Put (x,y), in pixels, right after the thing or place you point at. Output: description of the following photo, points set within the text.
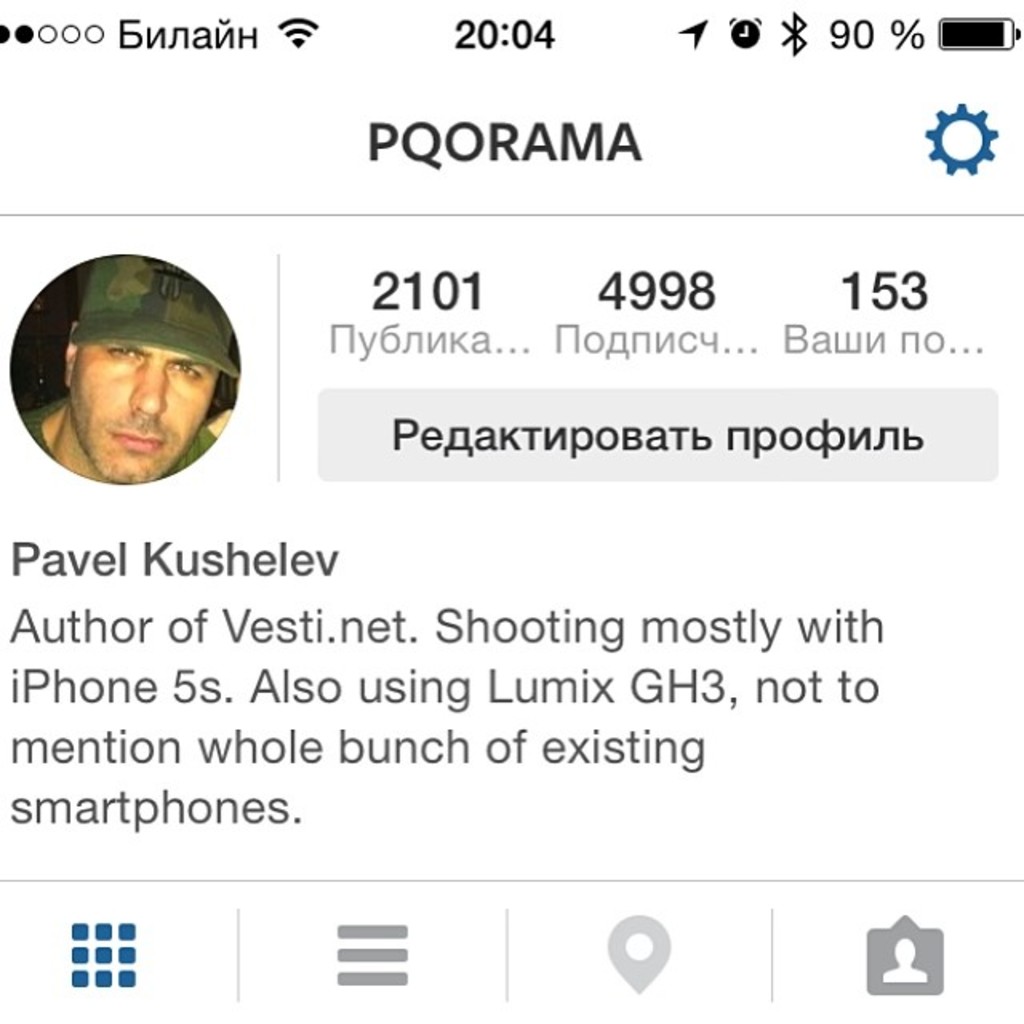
In this picture we can see a web page (911,791) and on this page (897,607) we can see a man (140,430), cap (131,340), symbols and some text (549,442).
